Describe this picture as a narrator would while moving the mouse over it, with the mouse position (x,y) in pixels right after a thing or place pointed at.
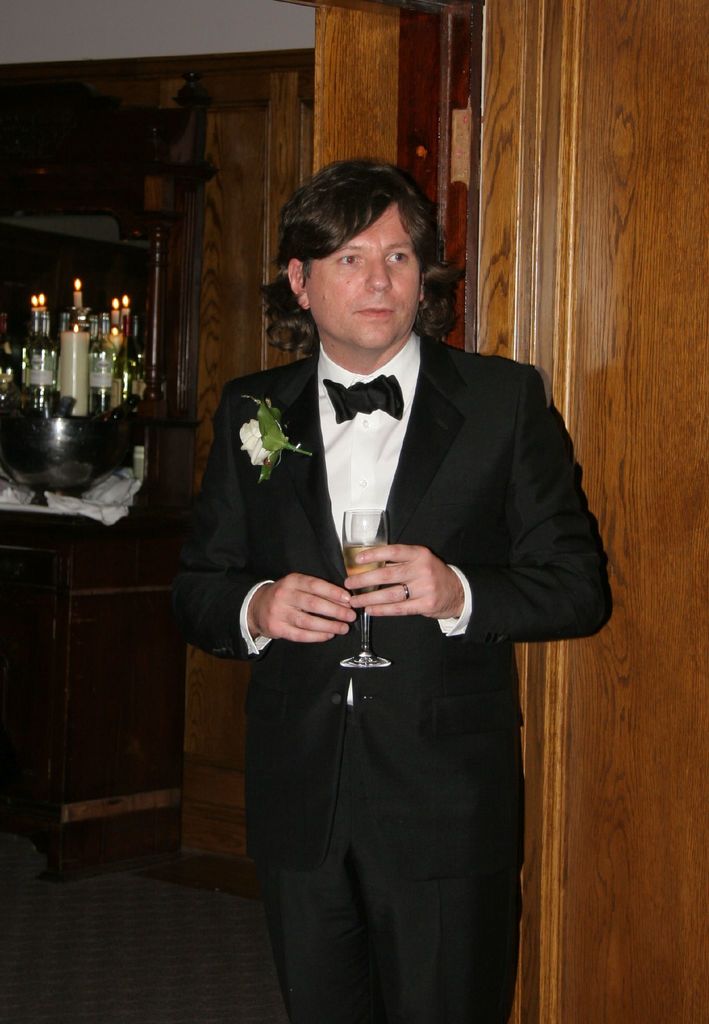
In this image a person (410,328) wearing a suit (410,476) and tie (379,385) is standing on the floor (279,995) and holding a glass (356,550) which is filled with the drink (352,563). Beside him there is a cabinet (107,653) having few candles (63,368), bottles (40,386) and a vessel (44,449) are on it. Behind him there is wooden wall (511,184).
